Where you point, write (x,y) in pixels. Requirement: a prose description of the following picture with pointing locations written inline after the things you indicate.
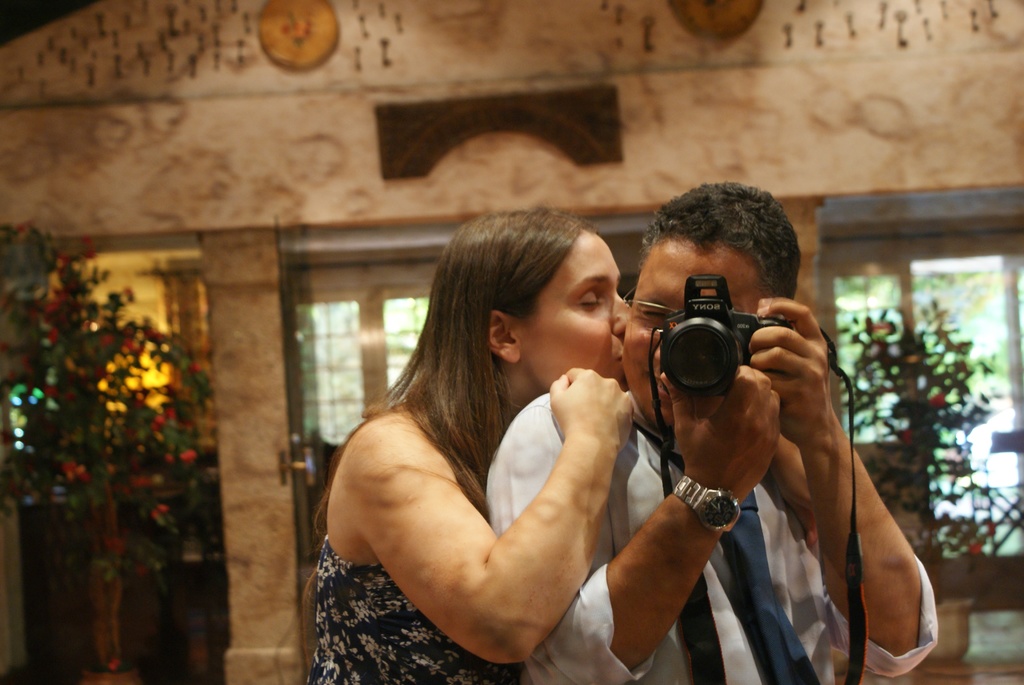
In this picture there is a woman (455,427) and a man (635,506). Woman (574,336) is kissing man (635,356) on his cheeks (641,373). man (635,338) is clicking photo with his camera (691,383). In the background (184,359) there are some trees (125,398) and a wall (491,142) here.
